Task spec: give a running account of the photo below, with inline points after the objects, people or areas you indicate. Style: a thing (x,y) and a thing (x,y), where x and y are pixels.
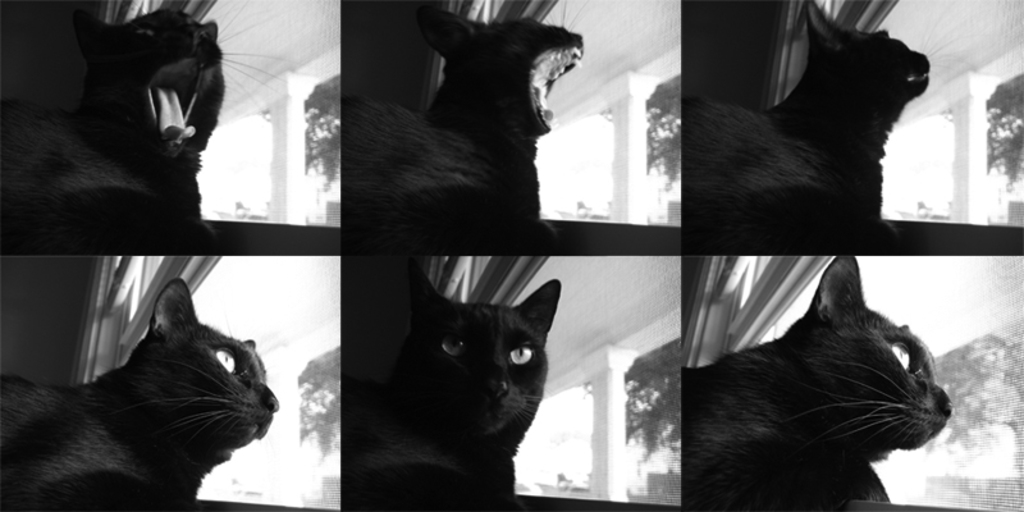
This image is a collage of six images. Every image is different. In this image there is a cat (807,406) in a room (754,343) and seeing out through a window (936,372).
